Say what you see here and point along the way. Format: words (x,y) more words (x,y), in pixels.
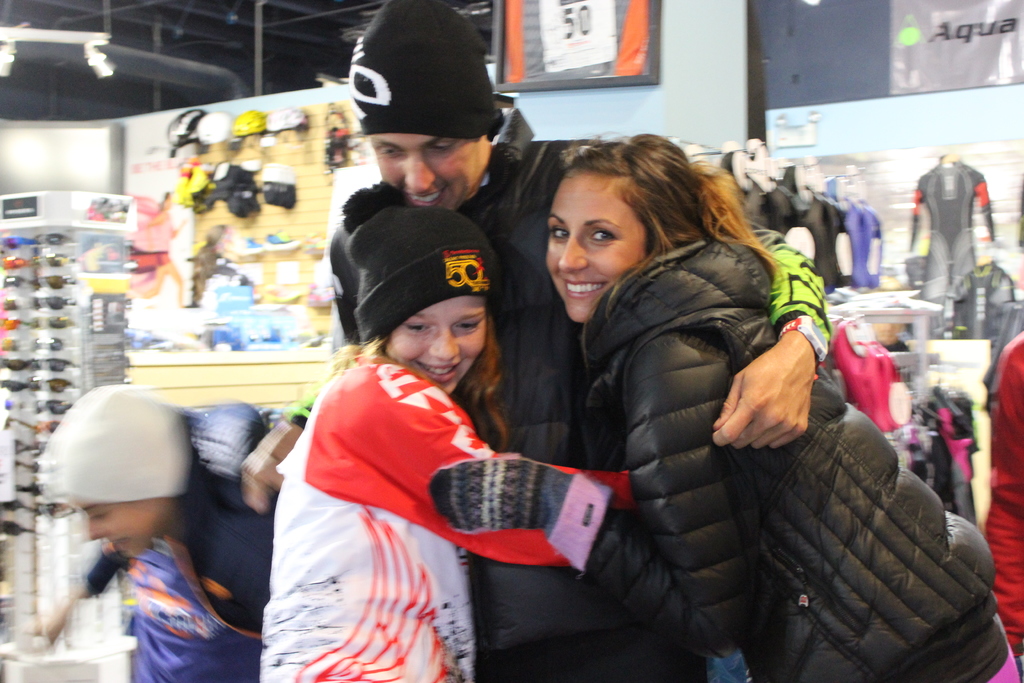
In this image we can see a group of people (319,479) standing. On the backside (11,392) we can see some glasses (65,306) placed in a stand (42,408), a board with some objects (290,183) on it, some shoes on a hanger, a light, some papers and a board (571,68) on a wall (543,128).
